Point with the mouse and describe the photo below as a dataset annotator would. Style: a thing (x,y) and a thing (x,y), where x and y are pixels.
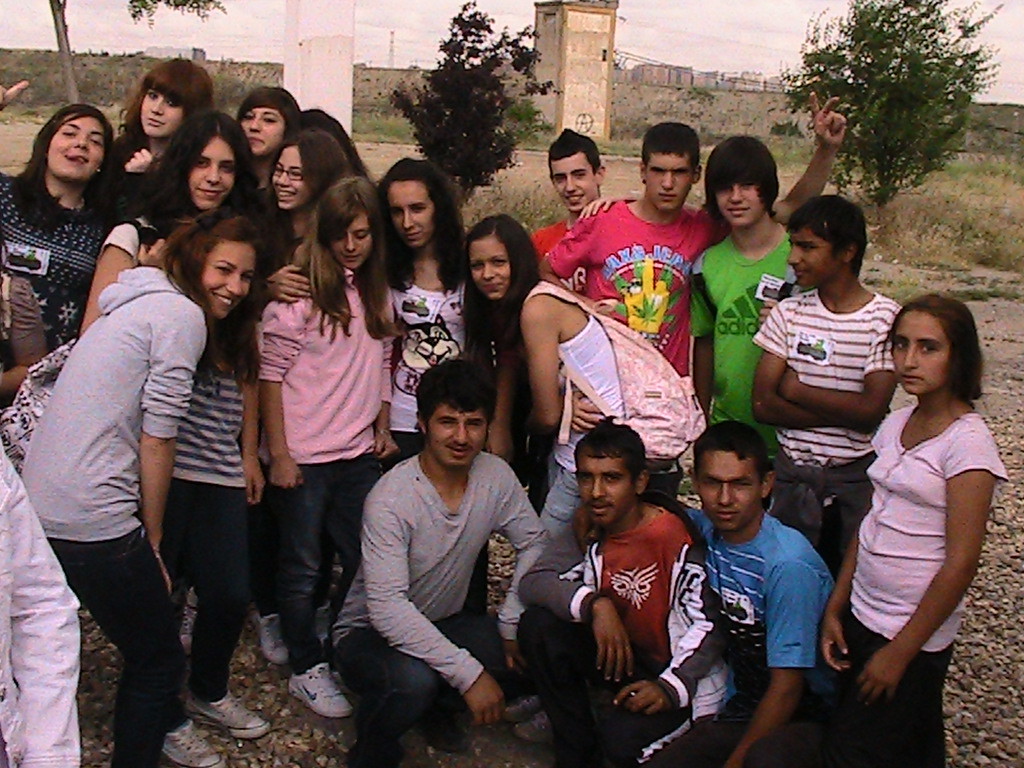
In this image we can see people (483,518). In the background of the image (655,99) there is wall (265,70). There are buildings (602,53), sky (620,60), trees (459,77).
